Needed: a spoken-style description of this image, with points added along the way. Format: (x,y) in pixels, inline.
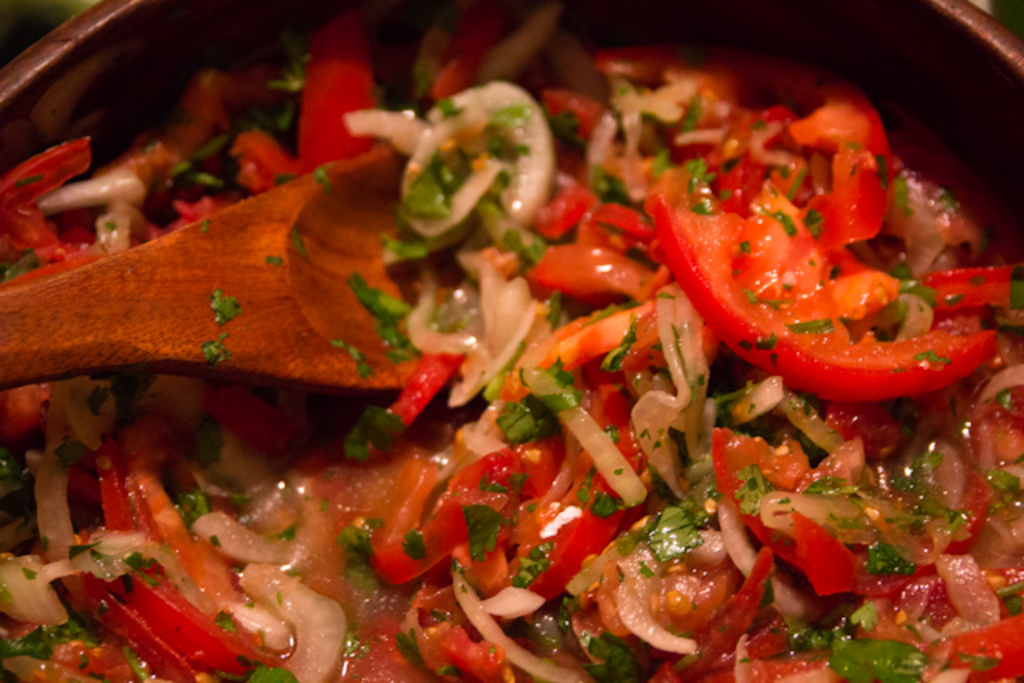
In this image I can see food (478,303) which is in white, red, green color in the bowl (179,75). I can also see a wooden spoon (177,344).
